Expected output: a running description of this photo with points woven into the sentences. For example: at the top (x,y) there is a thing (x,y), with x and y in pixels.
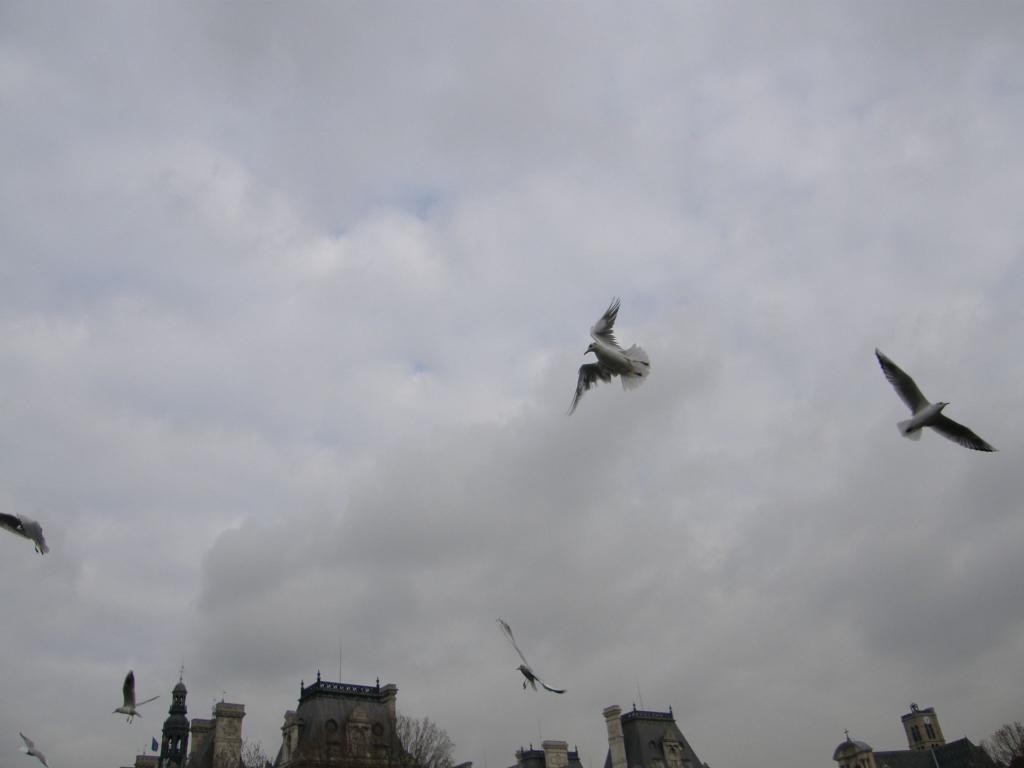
In this picture there are buildings (643,713) and trees (1008,753) and there are birds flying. At the top (523,209) there is sky (421,313) and there are clouds (668,284).
